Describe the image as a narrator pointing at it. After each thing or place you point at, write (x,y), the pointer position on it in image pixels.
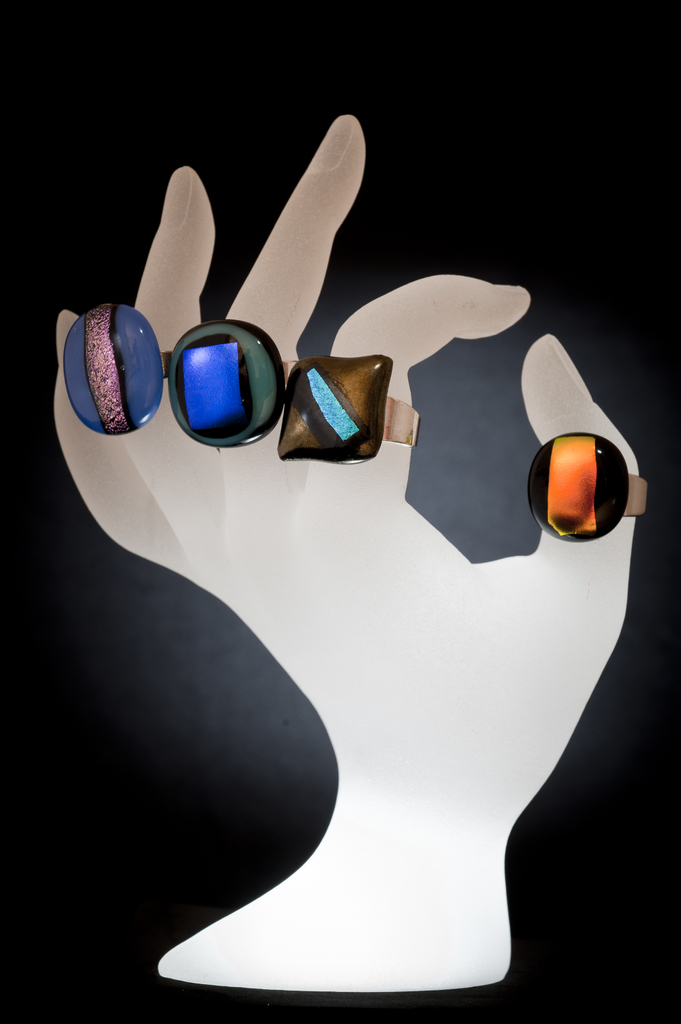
This is a photo. Here I can see a statue (286,260) of a hand (266,511) and there are rings (314,408) to the fingers (289,332). The background is in black color.
